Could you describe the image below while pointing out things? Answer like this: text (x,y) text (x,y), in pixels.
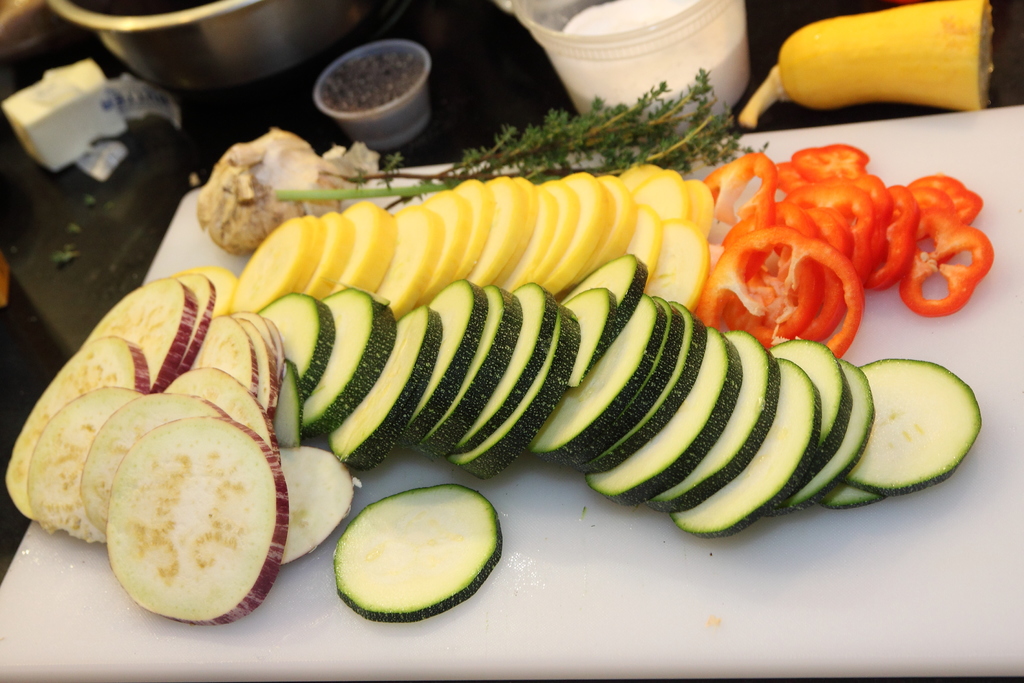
In this image we can see some cut vegetables (560,357), cups (400,118), plastic (700,67), and steel bowls (289,56) on the surface (114,247).
